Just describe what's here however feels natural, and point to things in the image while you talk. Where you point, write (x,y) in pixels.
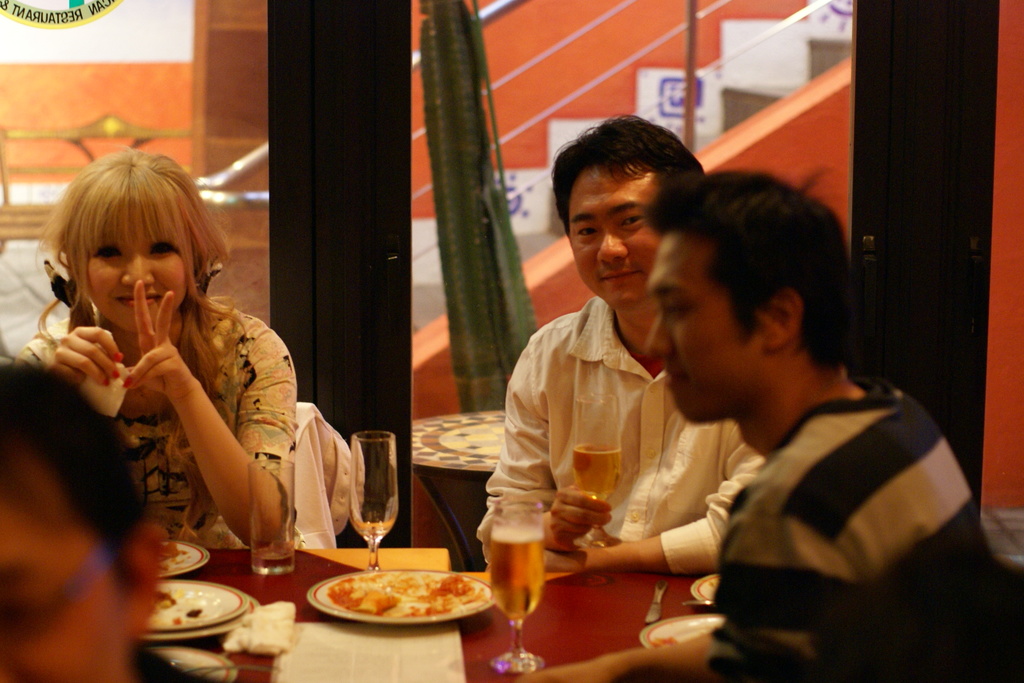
The picture consists of four people (529,376) sitting on the chairs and in front of them there is a table (471,677) where plates (417,598) and glasses (371,552) are there, behind them there are stairs (539,262).
